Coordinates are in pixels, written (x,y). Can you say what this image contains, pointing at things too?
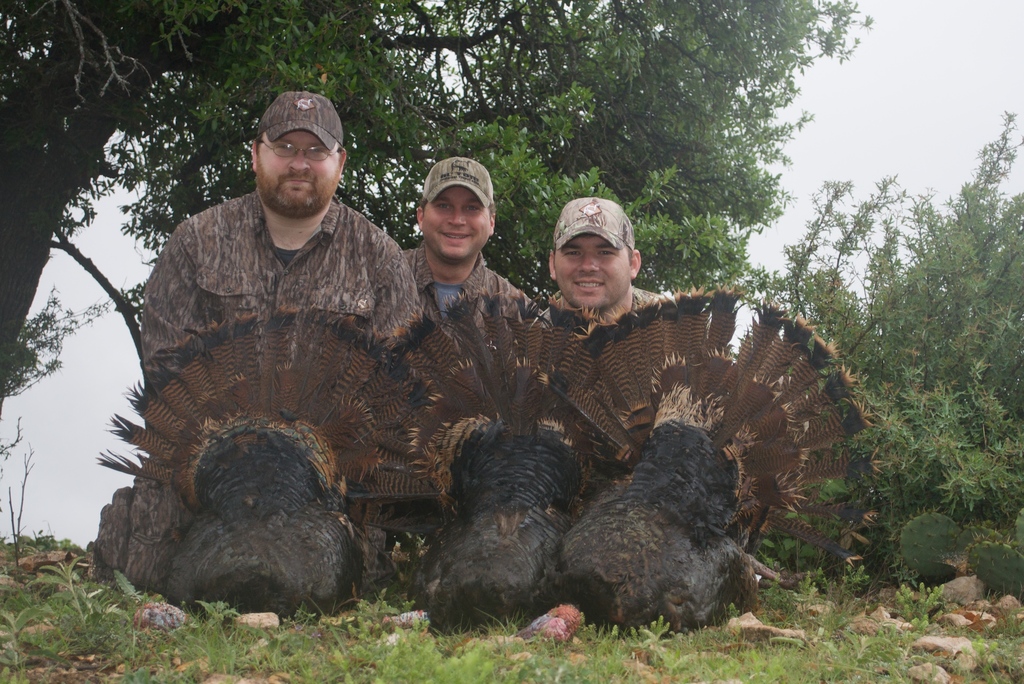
In this picture I can observe three men (391,268) in the middle of the picture (483,281). All of them are smiling. They are wearing caps (292,124) on their heads (581,278). In the background (508,109) I can observe trees (571,158) and sky (903,97).
